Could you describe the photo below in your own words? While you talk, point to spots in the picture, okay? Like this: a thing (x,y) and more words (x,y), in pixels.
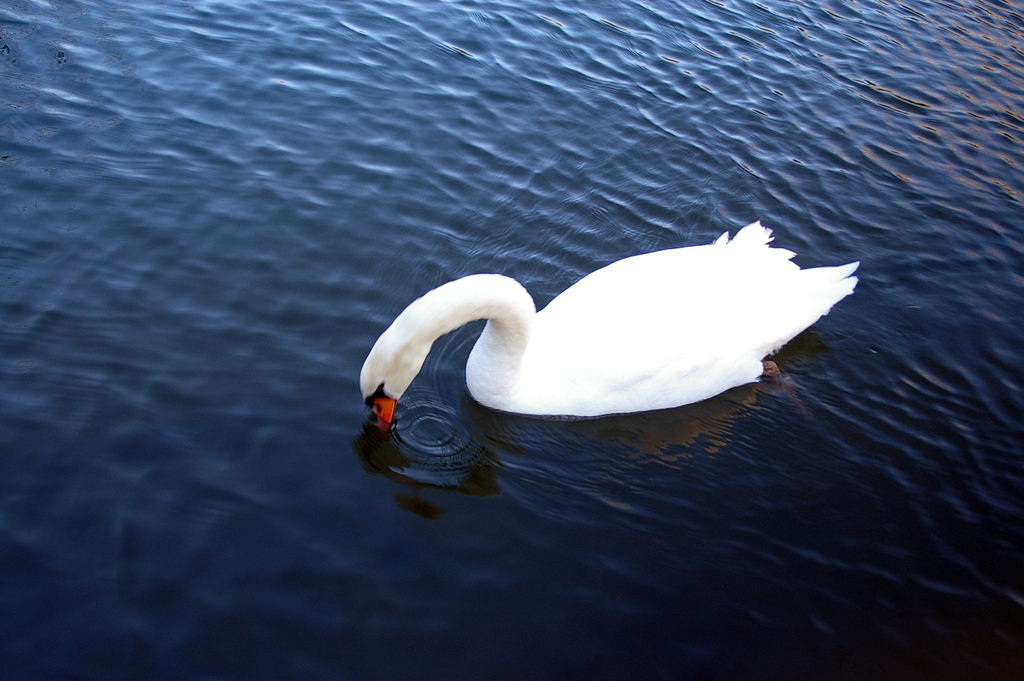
This picture is clicked outside the city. In the center (665,304) there is a white color swan (499,348) in the water body (662,421).
